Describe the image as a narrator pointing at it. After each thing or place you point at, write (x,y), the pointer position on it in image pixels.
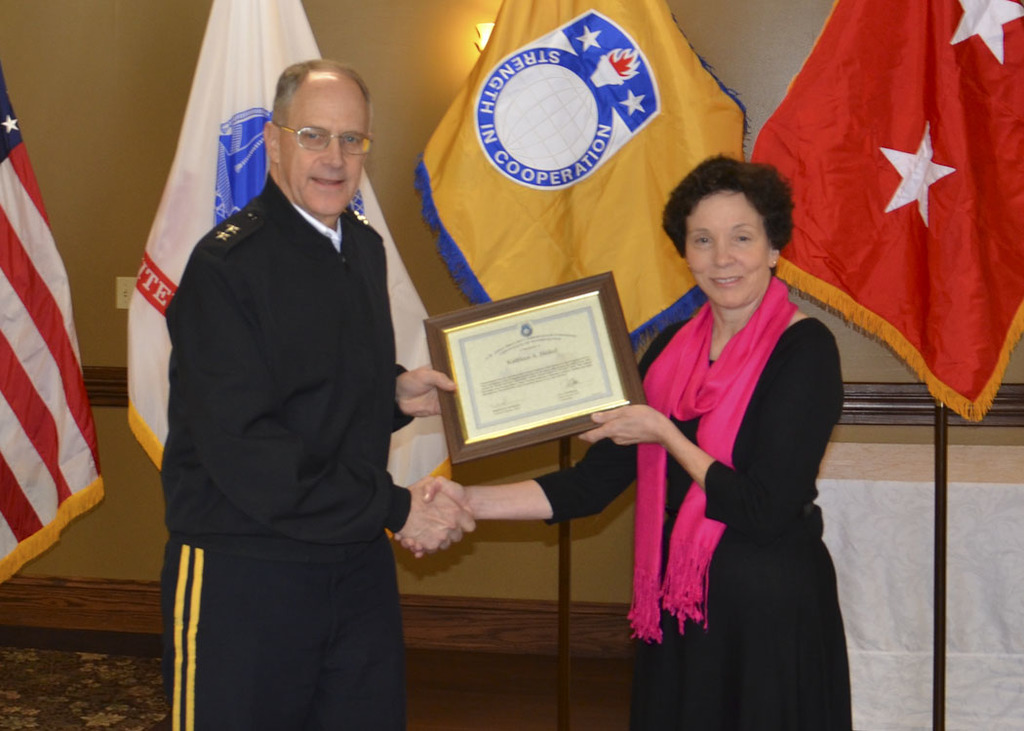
In this image in front (741,373) there are two people (656,449) shaking their hands (447,538) and they are holding the certificate (523,377). Behind them there are flags (631,173). In the background of the image (440,55) there is a wall (407,53) and there is a light (482,38). At the bottom of the image (107,688) there is a mat (102,694).
